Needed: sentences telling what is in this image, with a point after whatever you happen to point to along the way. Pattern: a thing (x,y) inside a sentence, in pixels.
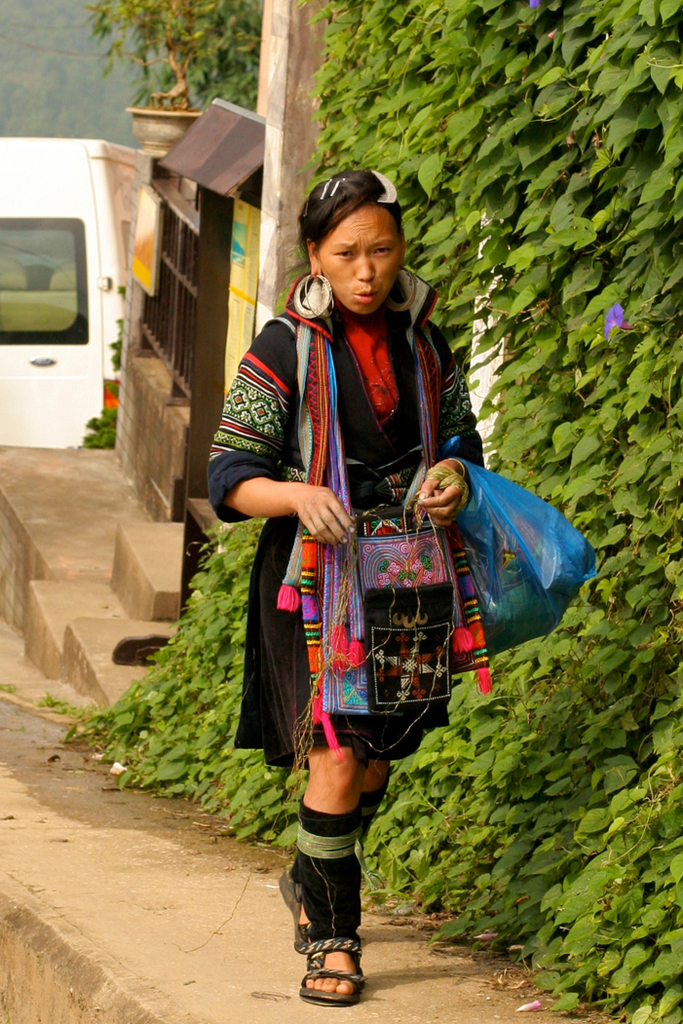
The women (367,507) wearing black dress (395,465) is walking and there are green plants (569,406) beside her and there is a white van (49,270) behind her.
